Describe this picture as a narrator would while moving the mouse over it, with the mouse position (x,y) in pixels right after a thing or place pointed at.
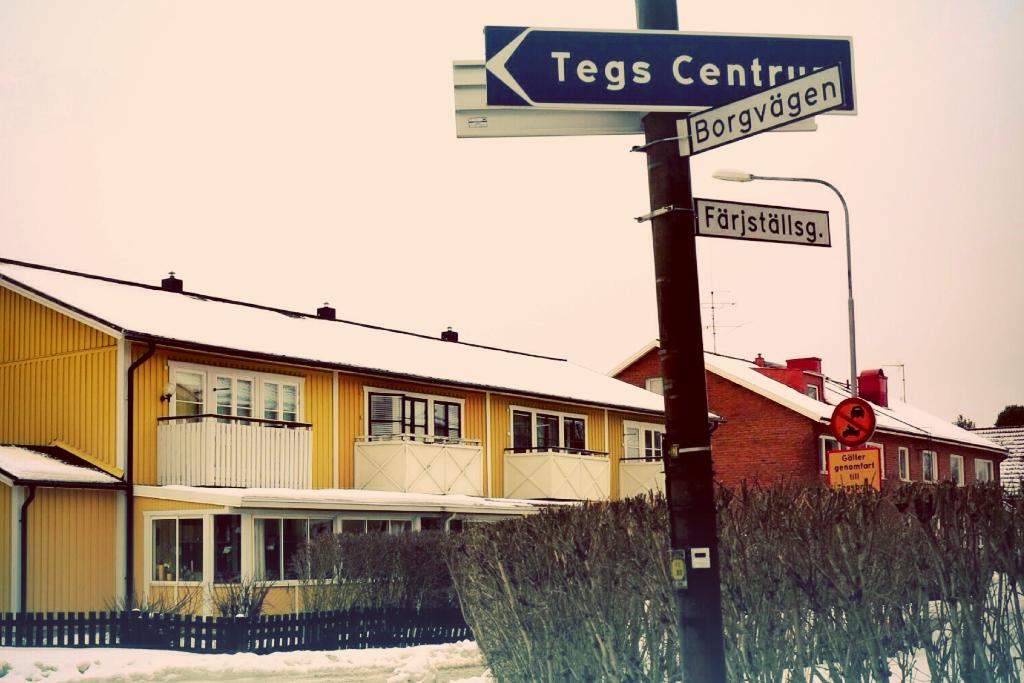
In the center of the image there is a sign board (650,99). In the background (483,583) there are plants (545,547), buildings (571,455), street light (729,175) and sky (374,221).
